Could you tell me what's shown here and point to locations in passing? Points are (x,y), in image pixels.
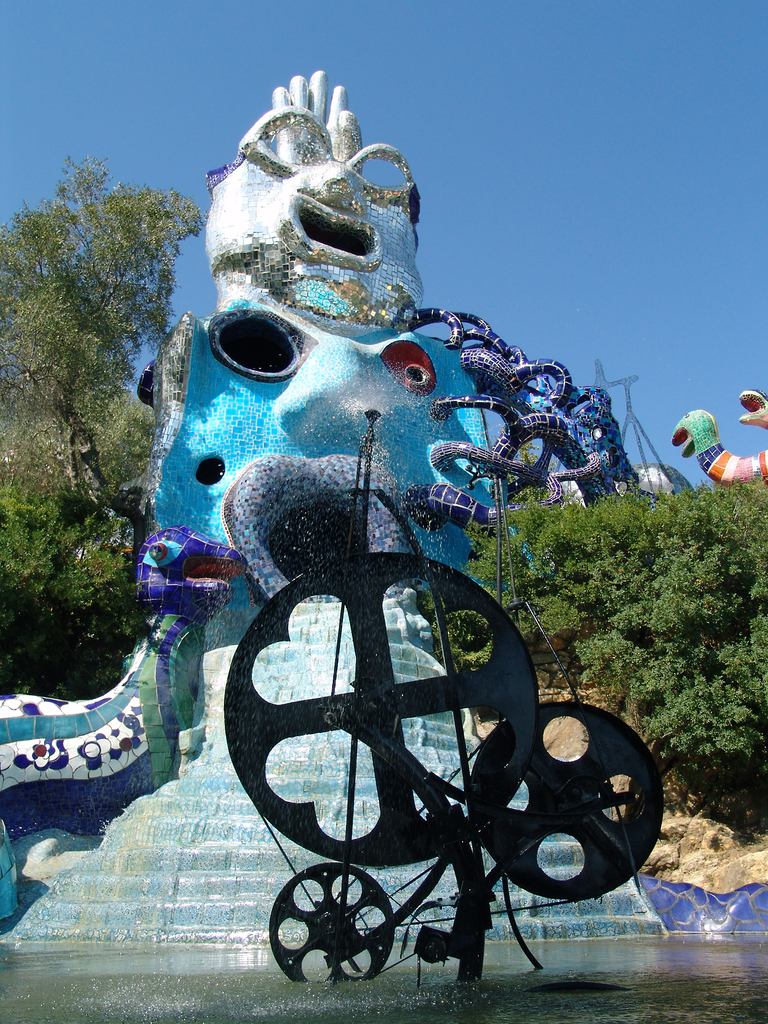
In this image I can see the water (27,973) and there is an object (308,832) in the water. To the side of the water (234,951) I can see the fountain (182,777) and the blue color statue (224,399). To the side of the statue (402,629) I can see many trees (51,243). In the background (440,129) there is a blue sky (524,129).
